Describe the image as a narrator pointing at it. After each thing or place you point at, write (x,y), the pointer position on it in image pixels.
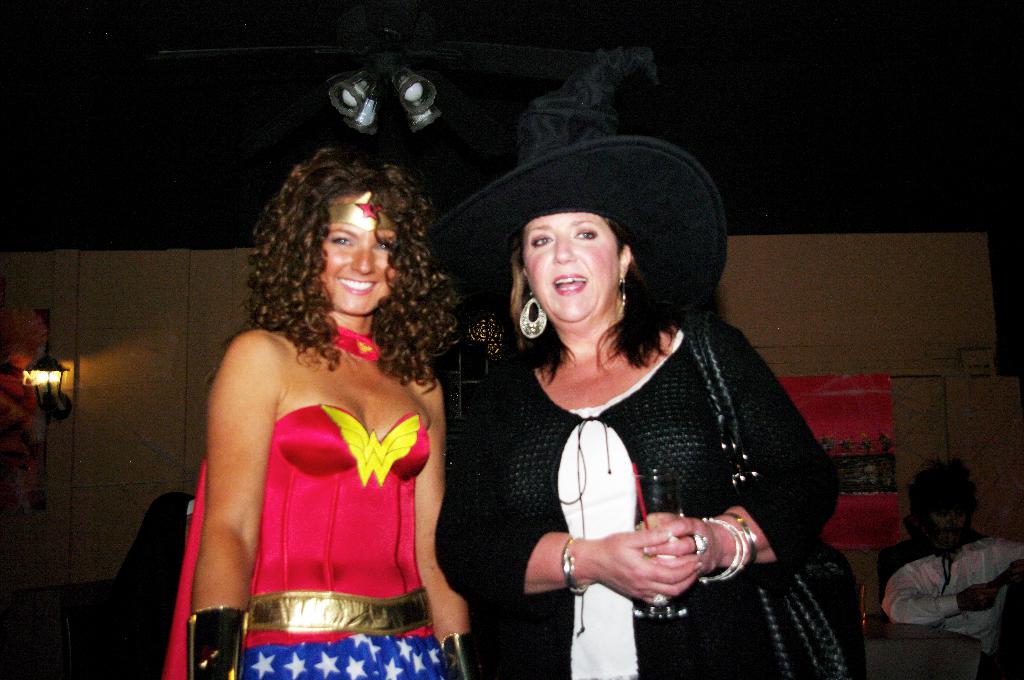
The picture is clicked inside a room (880,91). In the foreground of the picture (404,442) there are two women (347,471) standing, they are smiling. At the top (374,63) it is fan (407,107). On the left (59,369) there is a lamp (50,380). On the right (951,559) there is a person (976,588) sitting in chair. In the background (880,517) there are chairs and posters (863,394) to the wall (857,370).
